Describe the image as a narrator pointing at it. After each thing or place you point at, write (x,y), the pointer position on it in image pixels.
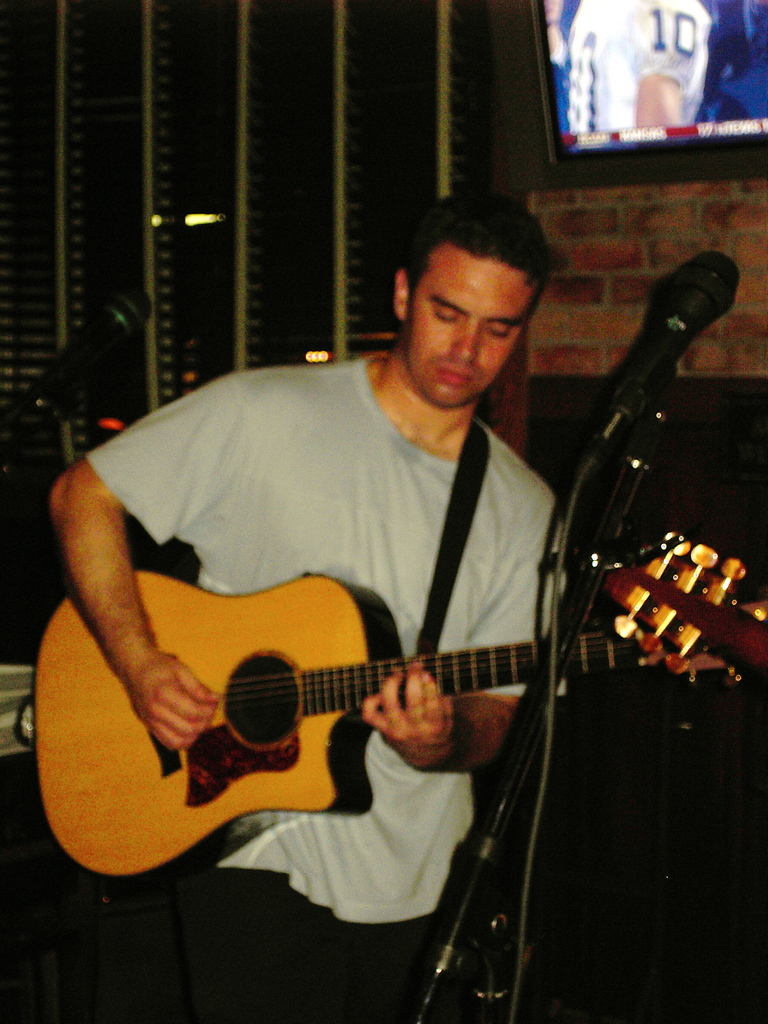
Here a man (454,619) is standing and playing guitar (170,766) in front of him there is a microphone (649,348), behind him there is a TV (638,124) on the wall (630,214).
